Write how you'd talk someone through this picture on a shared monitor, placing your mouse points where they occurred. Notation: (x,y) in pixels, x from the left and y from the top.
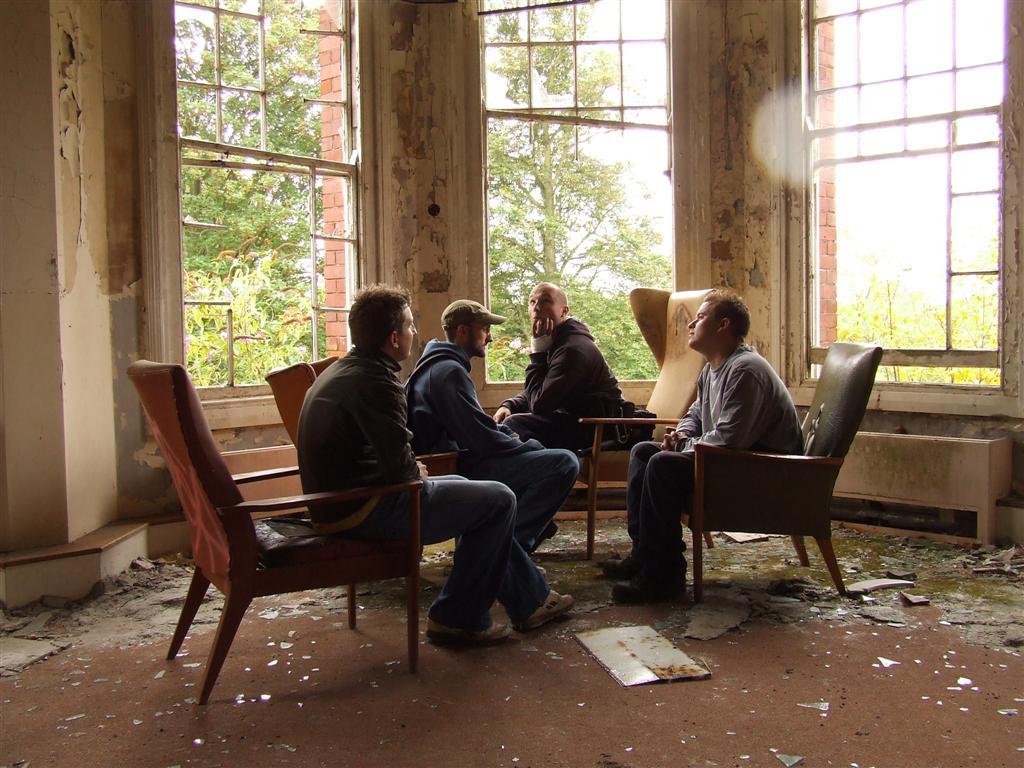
There are four people (531,371) sitting in a chair (673,393) and the ground (569,627) is dirty and there are windows (574,229) and trees (562,250) beside them.
